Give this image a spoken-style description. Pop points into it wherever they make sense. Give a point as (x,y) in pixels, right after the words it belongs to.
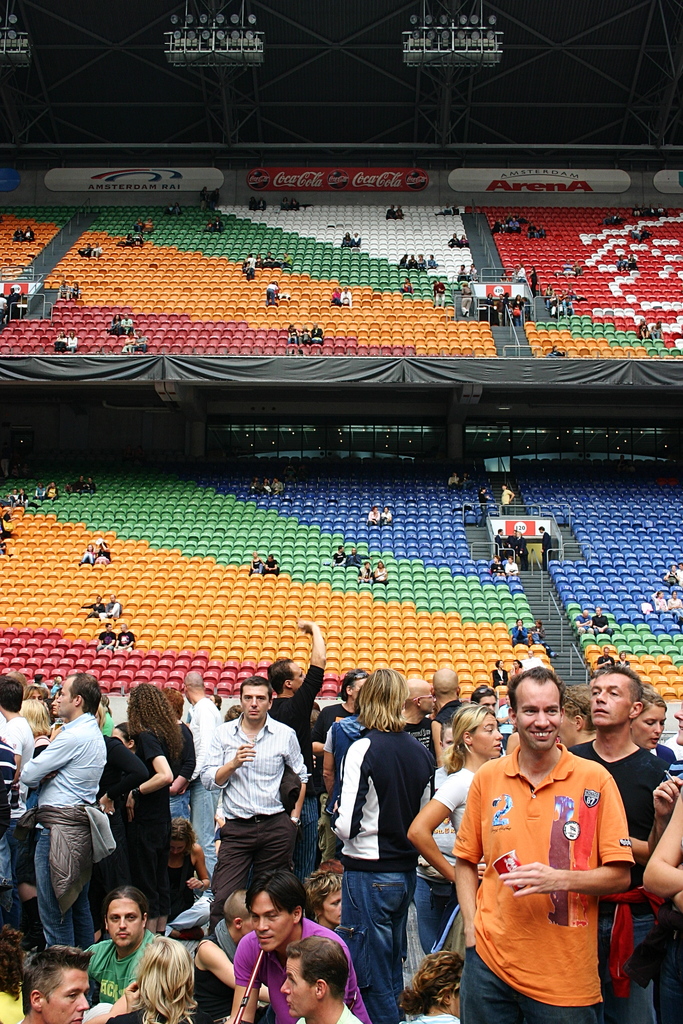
In this image there are a few people (319,786) in a stadium (268,544), behind them there are a few people (102,548) seated in chairs (399,254).
